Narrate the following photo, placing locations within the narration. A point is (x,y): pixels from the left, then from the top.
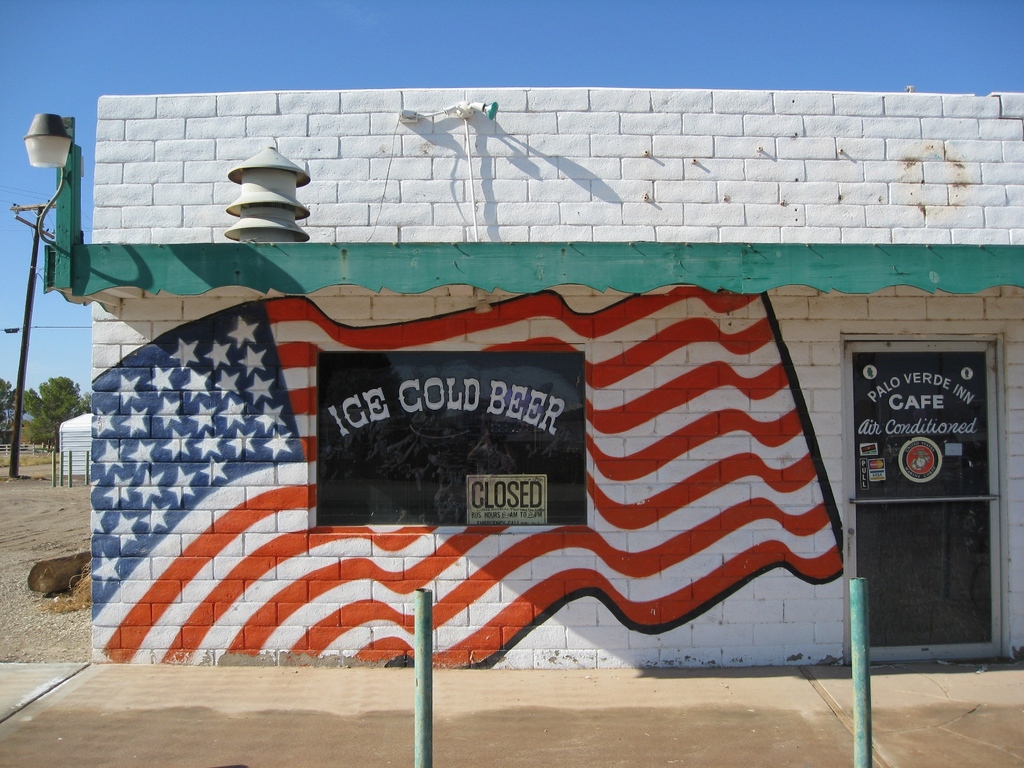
We can see poles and we can see painting (165,439) of a flag (206,417), door (903,377) and lights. In the background (24,372) we can see trees (66,393), pole (33,262) and sky (329,56) in blue color.
